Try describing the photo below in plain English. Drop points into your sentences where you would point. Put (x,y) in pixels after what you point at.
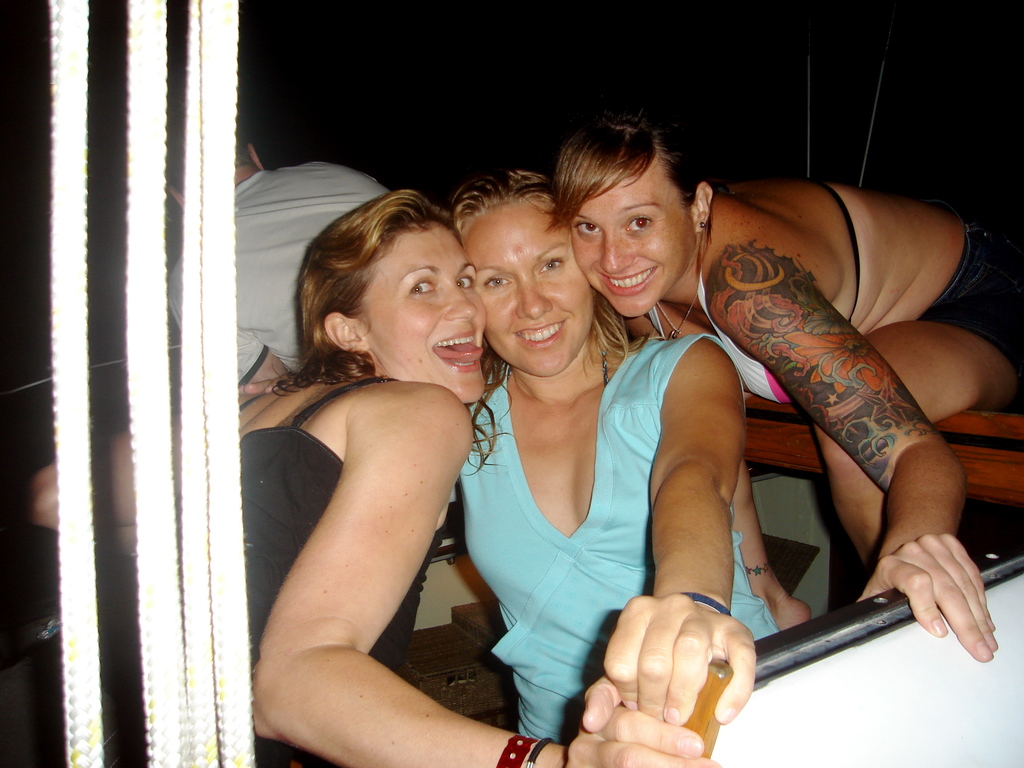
In the picture I can see a woman (347,439) wearing a black color dress (263,456) is on the left side of the image (340,646), I can see a woman (565,556) wearing a blue color dress (582,549) and a woman (899,413) having a tattoo (796,320) on her left hand (861,378) is on the right side of the image (916,513) and three women (475,256) are smiling. In the background (270,217), we can see another person (263,235) wearing white colored T-shirt (270,217) and the background of the image (922,59) is dark. On the left side of the image (87,747) we can see the LED light ropes (54,258).
